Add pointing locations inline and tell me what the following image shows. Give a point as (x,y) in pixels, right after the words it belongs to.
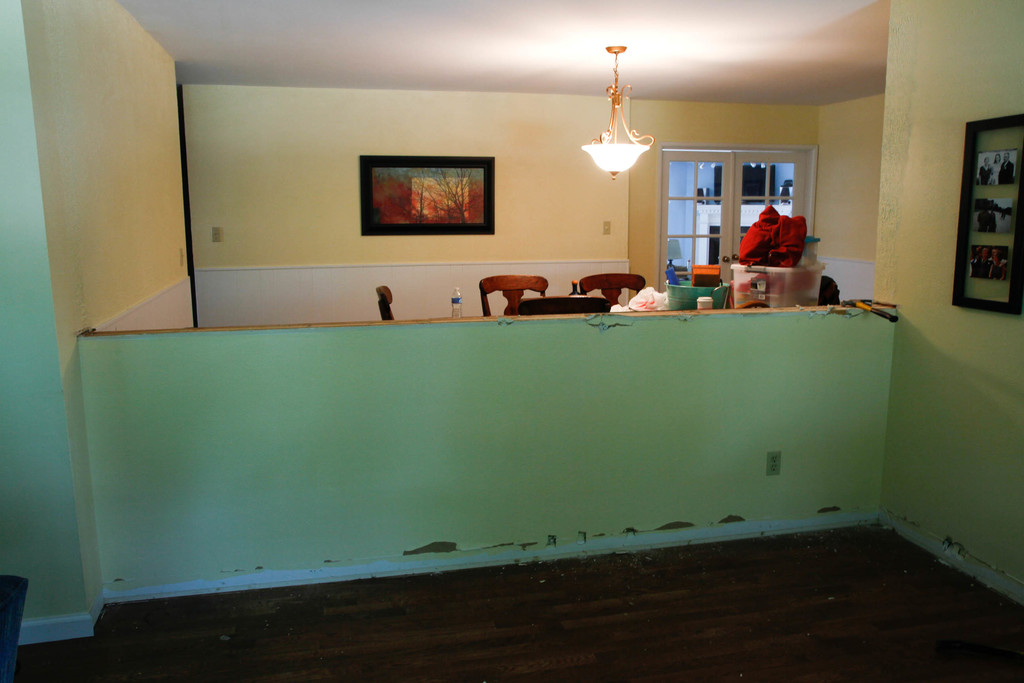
In a given picture there is a room (466,251) which is well furnished with chairs (510,295), table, bottle (453,301) and some luggage (731,284) here. There is a photo frame (435,201) to the wall (464,291). We can observe a light (624,152) from the ceiling (604,51) which is called chandelier (612,167). There is a small wall (474,440) in the middle (563,341). To the right (979,301) there is a photo frame (978,229). And in the background (775,183) we can observe a door (744,193) here.
